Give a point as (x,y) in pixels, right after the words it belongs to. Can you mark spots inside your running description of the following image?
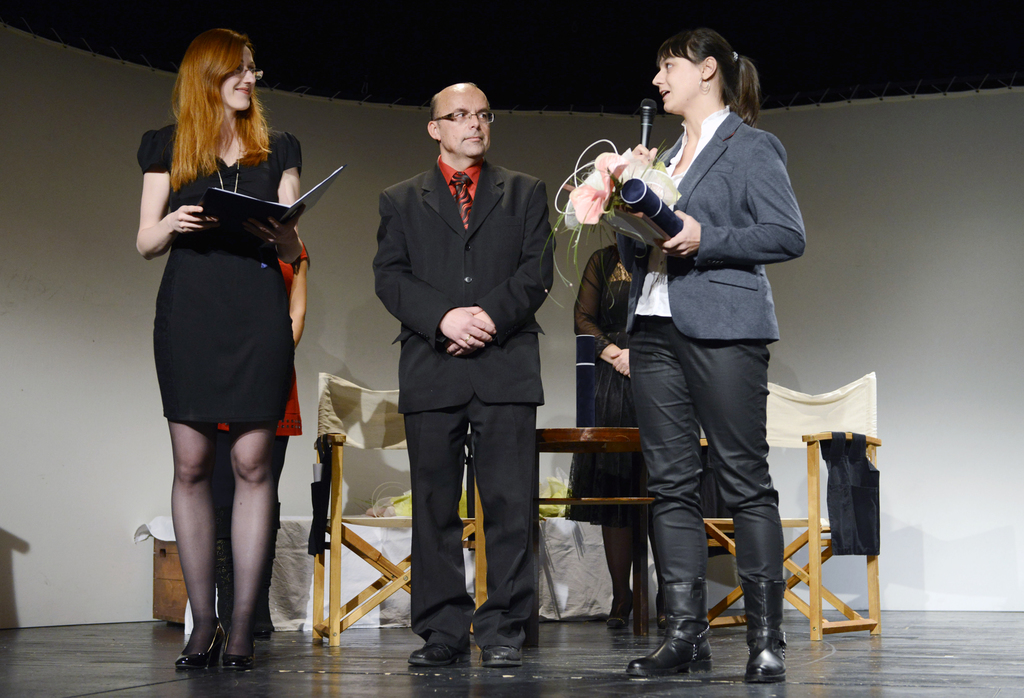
This image is taken indoors. At the bottom of the image (312,649) there is a dais (95,676). In the background (604,296) there is a wall (576,270) and a woman (607,321) is standing on the floor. There are a few empty chairs (335,529) and a table (279,530) with a cloth (305,545) on it. In the middle of the image (417,429) a man (430,499) is standing on the dais (399,686) and two women (251,554) are standing and holding mics (650,128) and a book (237,208) in their hands (273,227).
